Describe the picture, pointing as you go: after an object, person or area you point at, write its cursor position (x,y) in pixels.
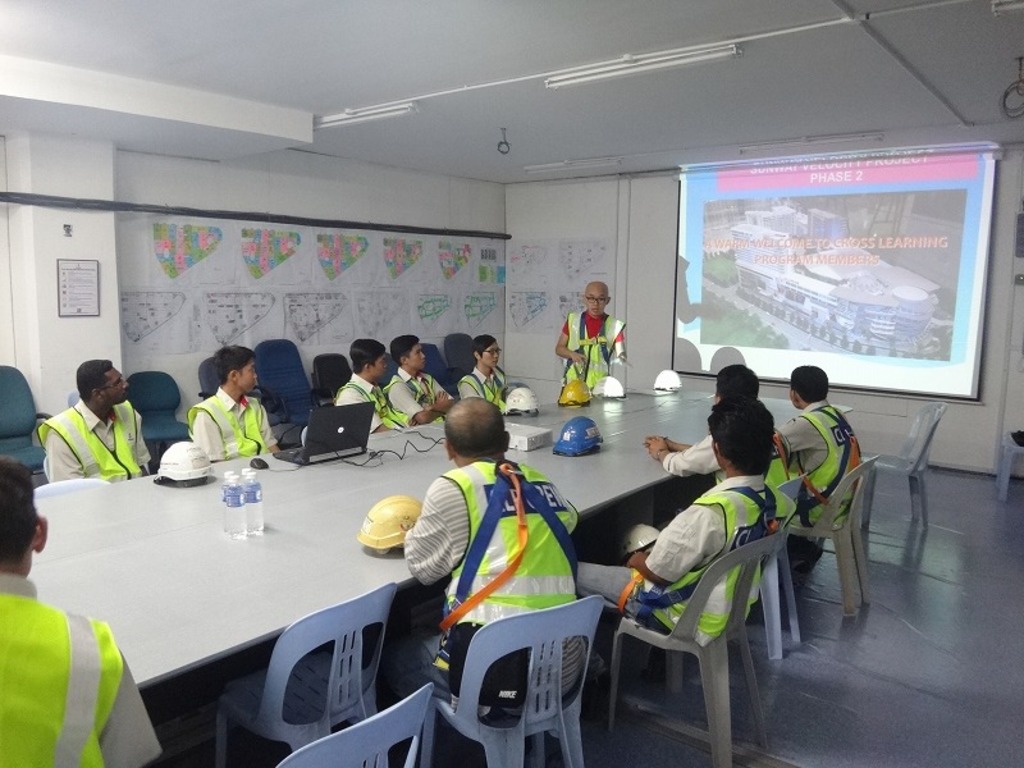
In this picture there are many people (522,485) sitting on the table (544,452). They have a certain uniform (826,459). Everyone are looking at the screen (743,330). A man (599,320) is standing and explaining all of them. The roof (680,128) is in white color.
